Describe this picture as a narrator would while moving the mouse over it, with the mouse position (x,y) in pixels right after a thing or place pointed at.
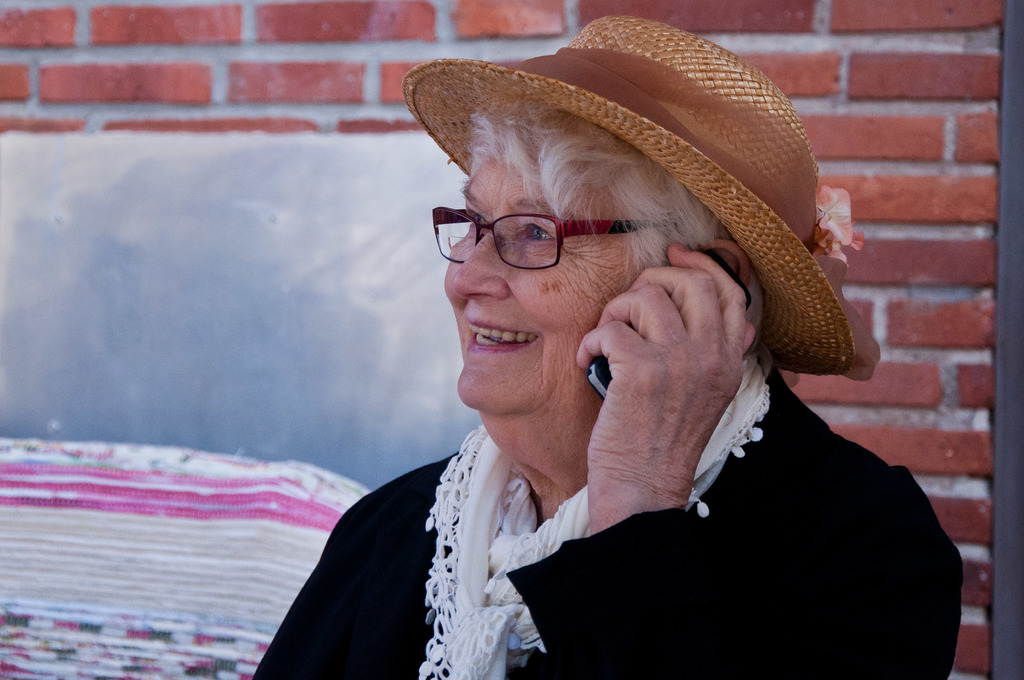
In this picture we can see a woman (535,430) wore cap (626,57), spectacle (542,224) and holding a mobile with her hand (647,299) and smiling and in the background (406,300) we can see wall (859,275).
